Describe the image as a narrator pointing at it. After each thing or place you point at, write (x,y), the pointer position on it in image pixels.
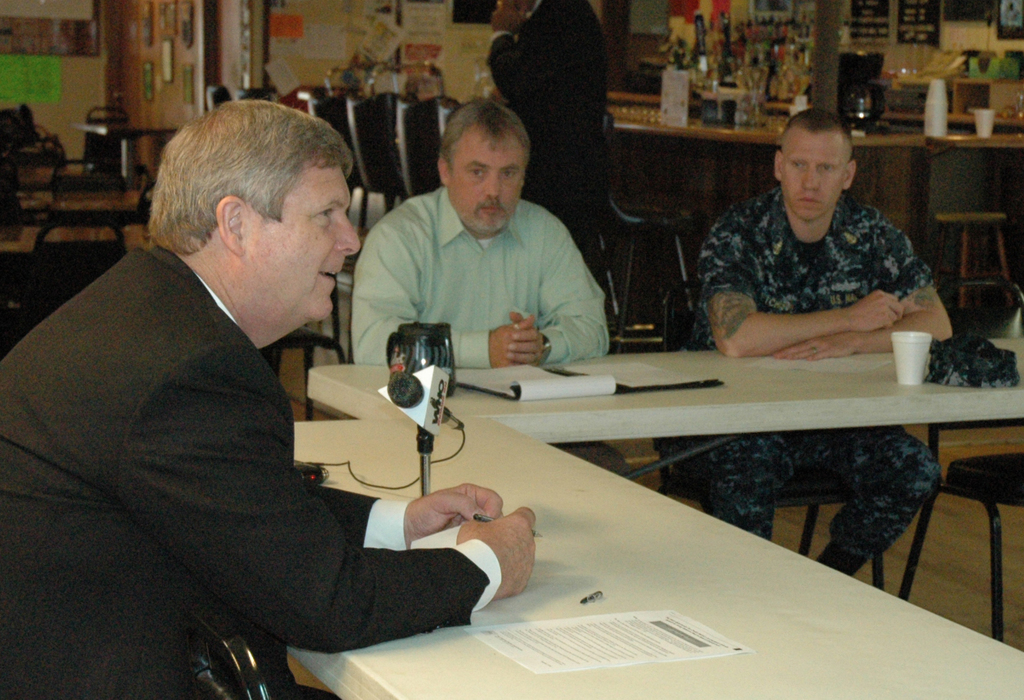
In this image in front (901,471) there are few persons (369,332) sitting on the chair (776,476). In front of them there is a table (690,608) and on top of the table (590,616) there are papers (532,651), mike (417,402), cups (915,371). Behind them there is another table (672,133) and there are few objects (743,87) on the table (746,130). In front of the table (658,121) there are chairs (627,259). On the backside (297,60) there is a wall (75,78) with the photo frames (81,6) and posters (273,31) on it.
